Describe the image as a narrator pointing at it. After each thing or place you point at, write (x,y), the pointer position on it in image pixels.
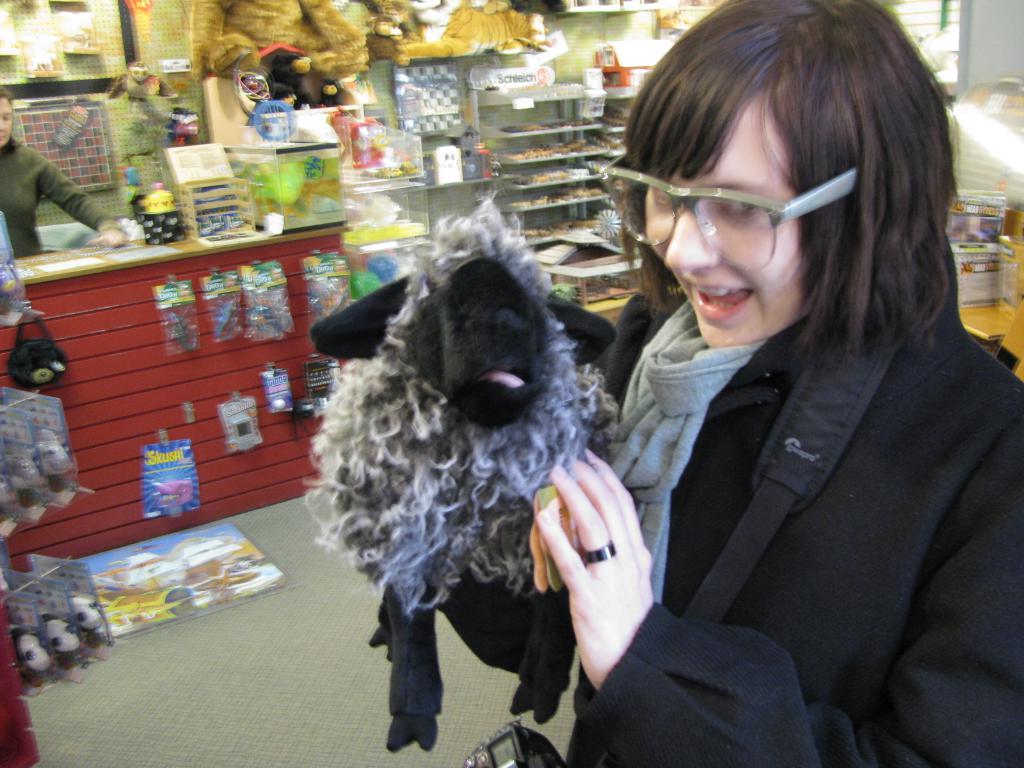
Here we can see a woman (700,173) standing with a toy (578,312) in her hand (580,469) and she is smiling and behind her we can see various toys (622,44) and dolls (157,90).
